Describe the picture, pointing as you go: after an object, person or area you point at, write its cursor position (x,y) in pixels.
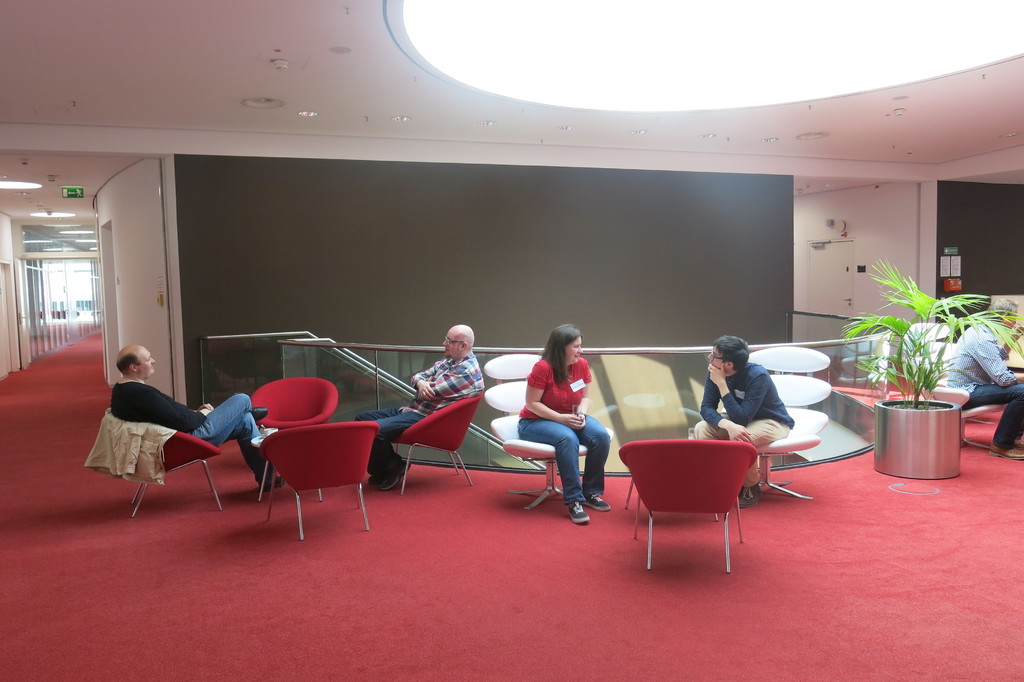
At the top (245,49) we can see ceiling (297,38) and light (624,109). This is a exit board (76,194). Here we can see a red carpet (587,628) on the floor (883,573). This is a plant (914,302). We can see persons (256,410) sitting on chairs (514,409). This is a door (818,285).
